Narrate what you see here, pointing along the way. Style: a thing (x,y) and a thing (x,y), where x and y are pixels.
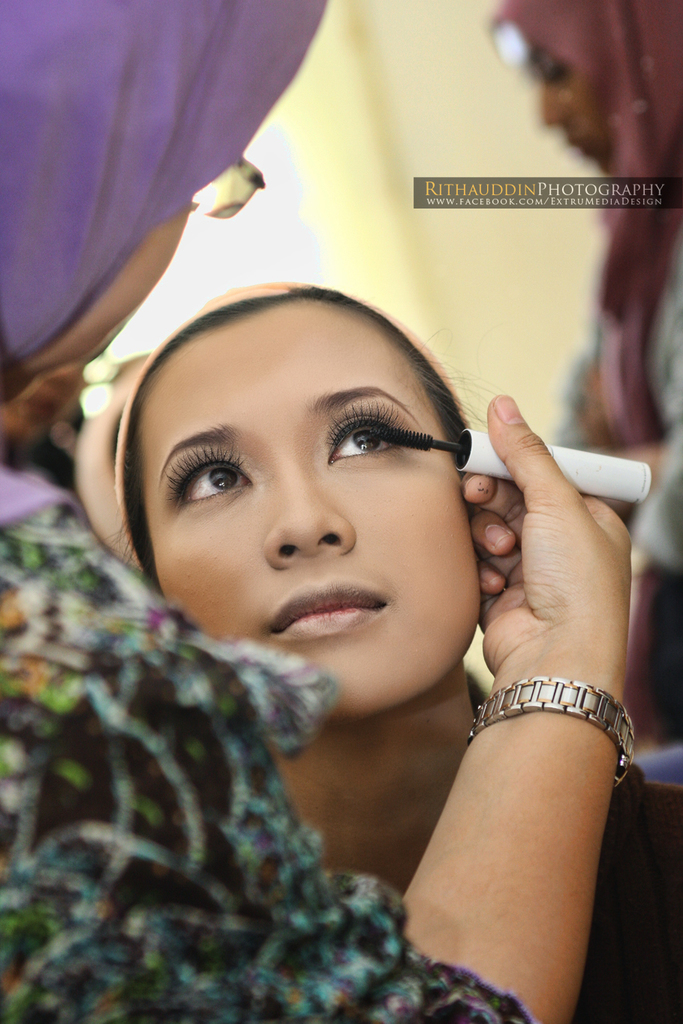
In this image a lady (115,676) in the left (55,492) is applying mascara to the lady (354,639) sitting in front of her. On the top right (618,74) there is another lady (621,104). In the background (347,225) there is wall (351,215).
